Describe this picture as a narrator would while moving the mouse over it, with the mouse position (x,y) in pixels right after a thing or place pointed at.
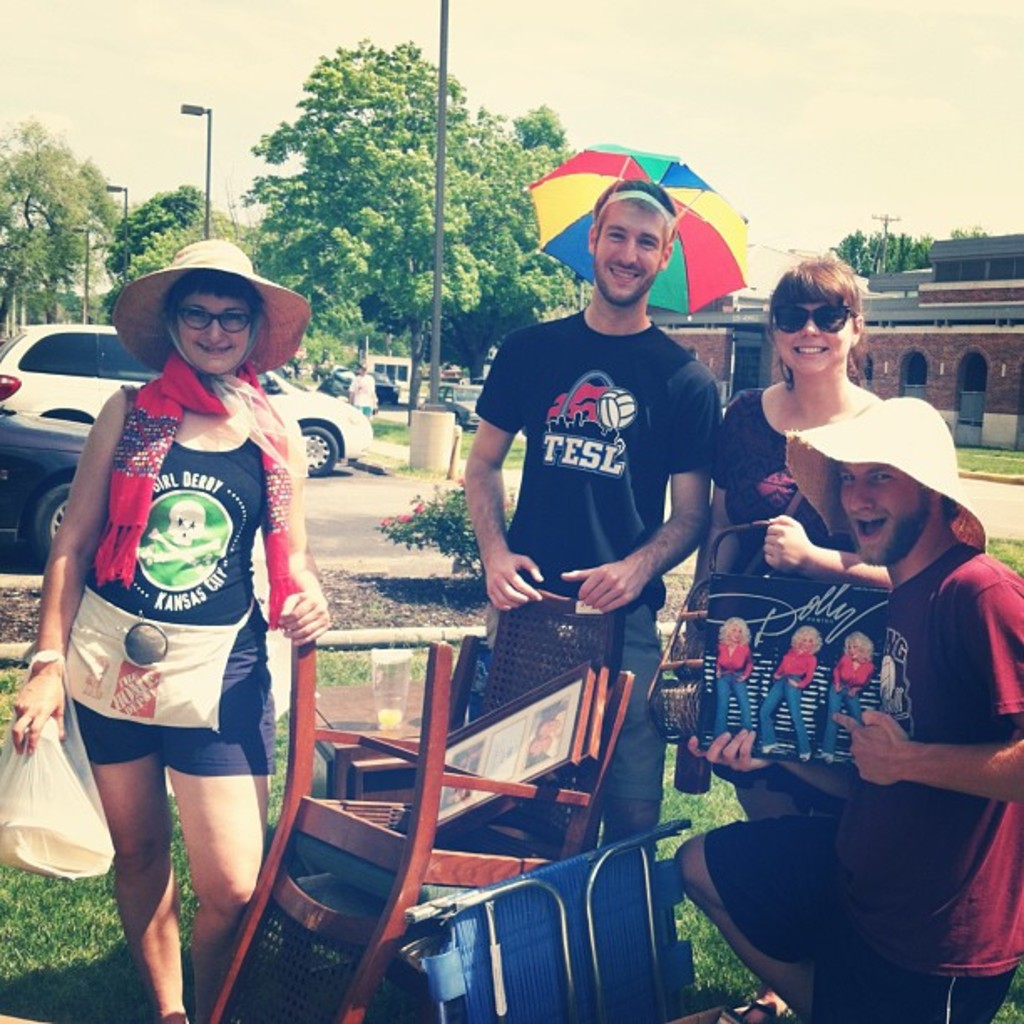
In the foreground of this image (567,420), there are people (665,420) standing, holding objects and also a man (903,709) kneeling down holding a poster (771,705) like an object (772,703). In front (573,720) them, there are chairs (387,848), frames (570,751) and a folding chair (563,906). behind them, there is a table (337,698) on which there is a glass (378,670). In the background (306,396), there are vehicles (296,402), a plant (453,508), road (968,484), buildings (921,287), trees (431,198), poles (210,183) and the sky (735,80).
